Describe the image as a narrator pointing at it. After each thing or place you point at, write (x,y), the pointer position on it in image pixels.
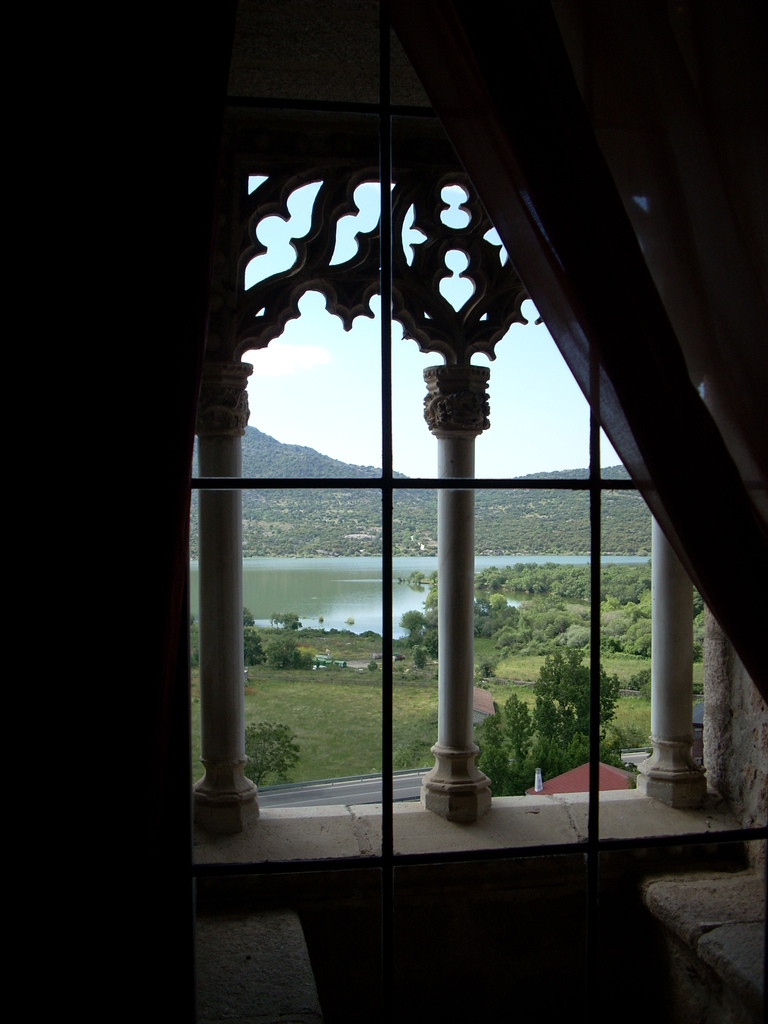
In this image I can see the curtains (718,288). I can see the water (377,618) and the trees (476,575) behind the window (463,611). At the top (399,321) I can see the sky (324,403).
